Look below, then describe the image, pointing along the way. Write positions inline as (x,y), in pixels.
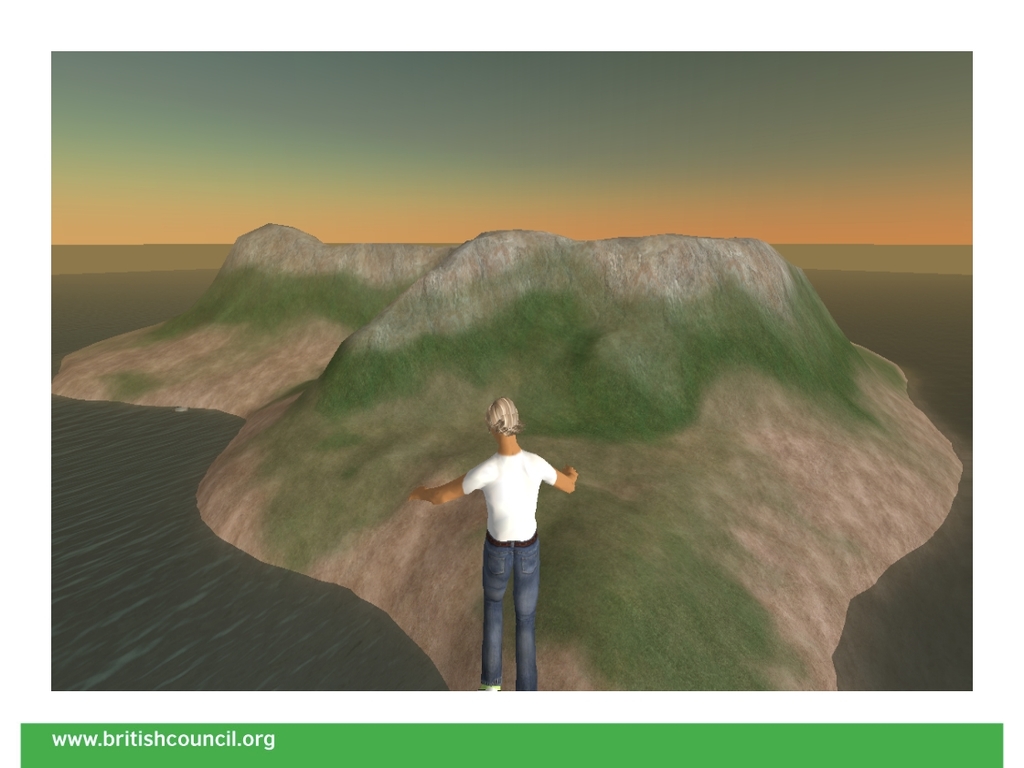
This is an animated image. In this image we can see a person (516,669) standing on the hill (467,617). We can also see a water body (428,682) around him and the sky (152,237). On the bottom of the image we can see some text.
